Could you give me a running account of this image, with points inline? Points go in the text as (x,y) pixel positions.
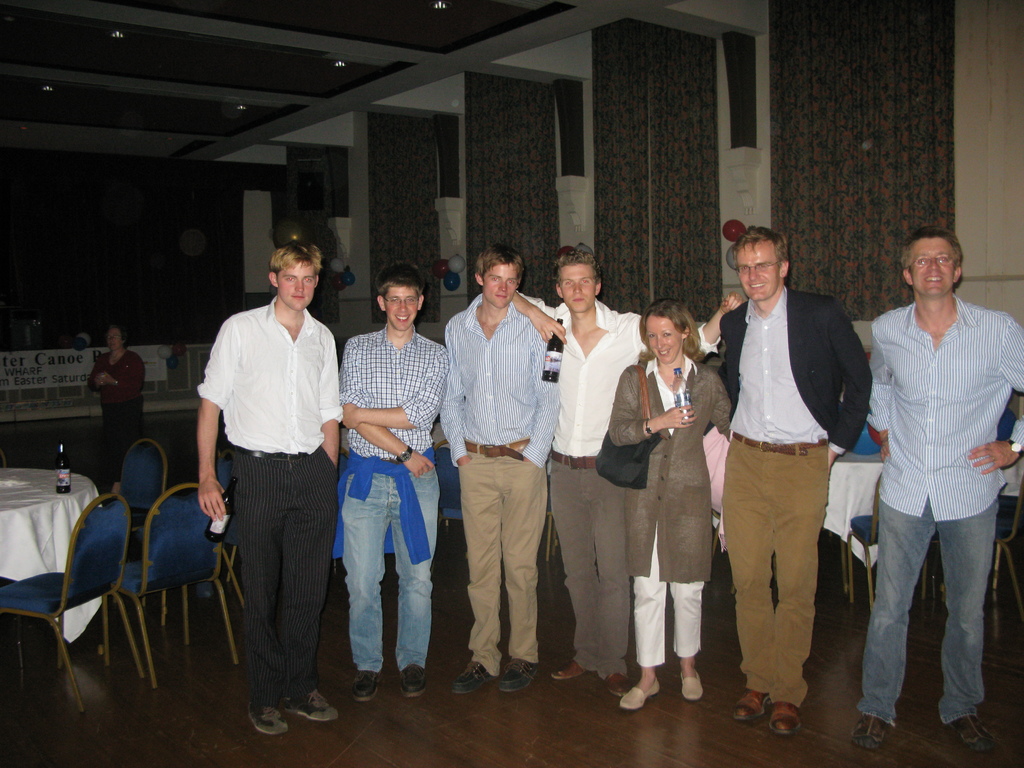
In this image we can see people (477,335) standing and we can also see some people (630,421) holding bottles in their hands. Behind them, we can see chairs (179,536), table (42,496), bottles (65,482) and light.
